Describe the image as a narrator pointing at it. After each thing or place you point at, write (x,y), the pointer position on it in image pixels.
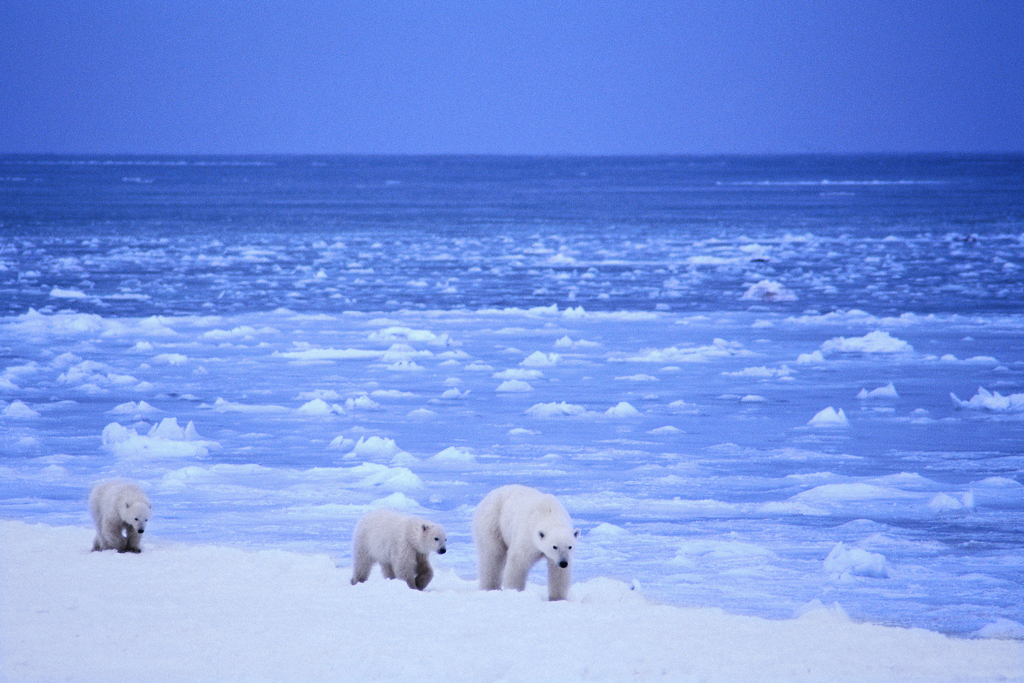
This look like arctic ocean (443,347) and this are polar bear (384,516) and this thing (561,271) is melted ice (561,271).
